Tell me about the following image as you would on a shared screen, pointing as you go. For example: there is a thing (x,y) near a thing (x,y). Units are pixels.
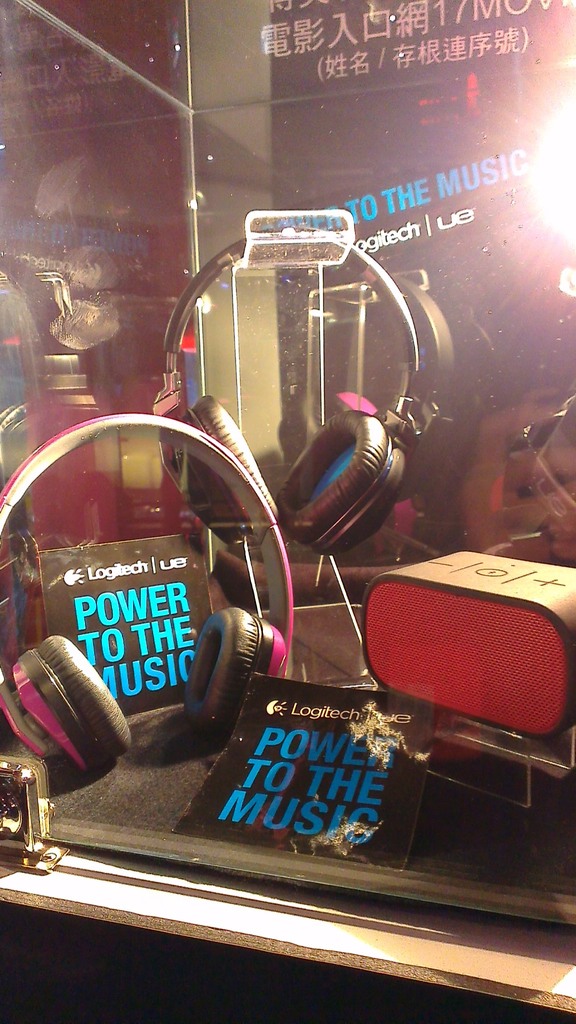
At the bottom of the image (232,845) we can see a table (431,849). On the table (119,809) we can see the headsets (75,668), box (409,660), papers (350,768). In the background of the image (232,560) we can see the boards (392,204), wall (225,244), glass (228,147) and light (554,157).
